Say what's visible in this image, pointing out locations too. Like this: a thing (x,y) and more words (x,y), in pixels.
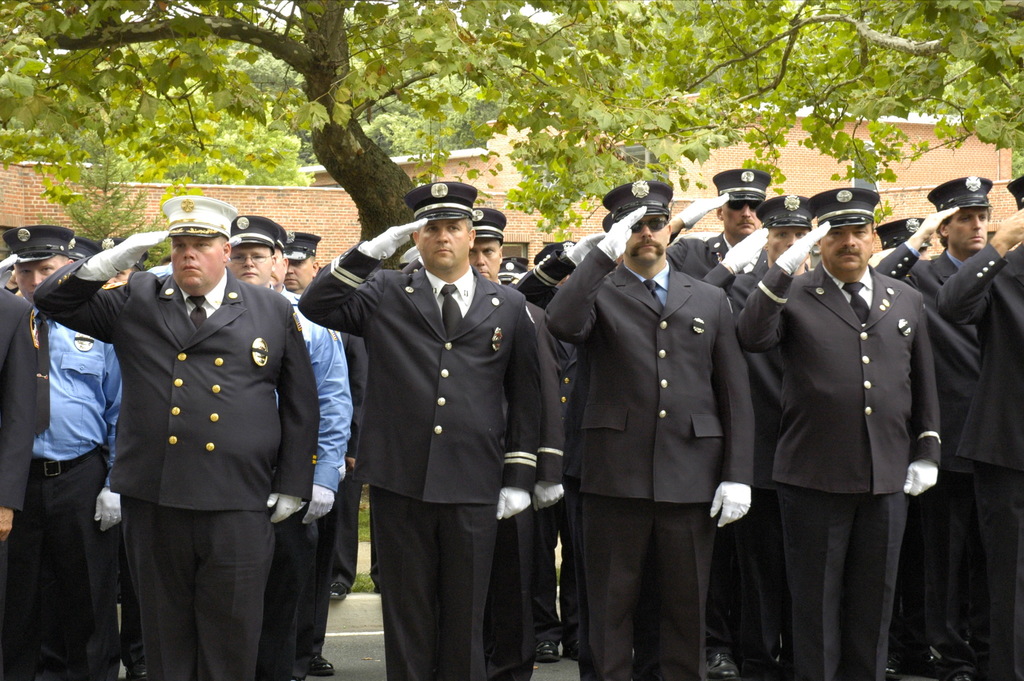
There are people (426,249) standing in the foreground area of the image (817,285), there are houses (881,193) and trees (581,58) in the background (716,99).
